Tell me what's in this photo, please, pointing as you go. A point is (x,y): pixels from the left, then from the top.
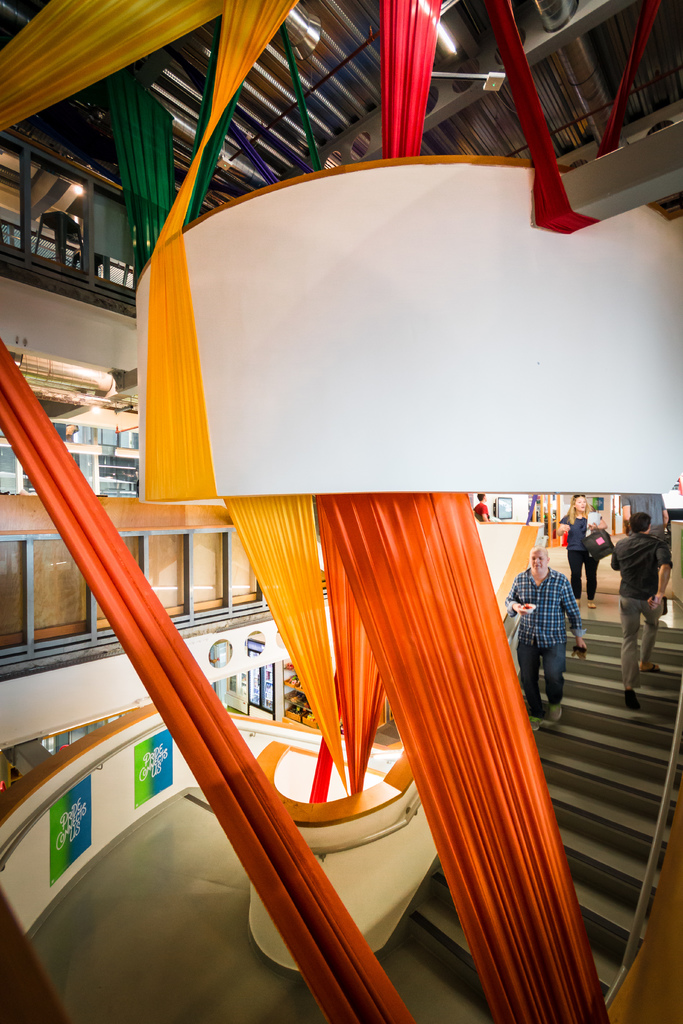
The picture is taken inside a building (236,347). There are clothes (162,410) of different colors. This is a staircase (627,725) few people (540,582) are there. On the roof (453,31) there are lights (443,34).
